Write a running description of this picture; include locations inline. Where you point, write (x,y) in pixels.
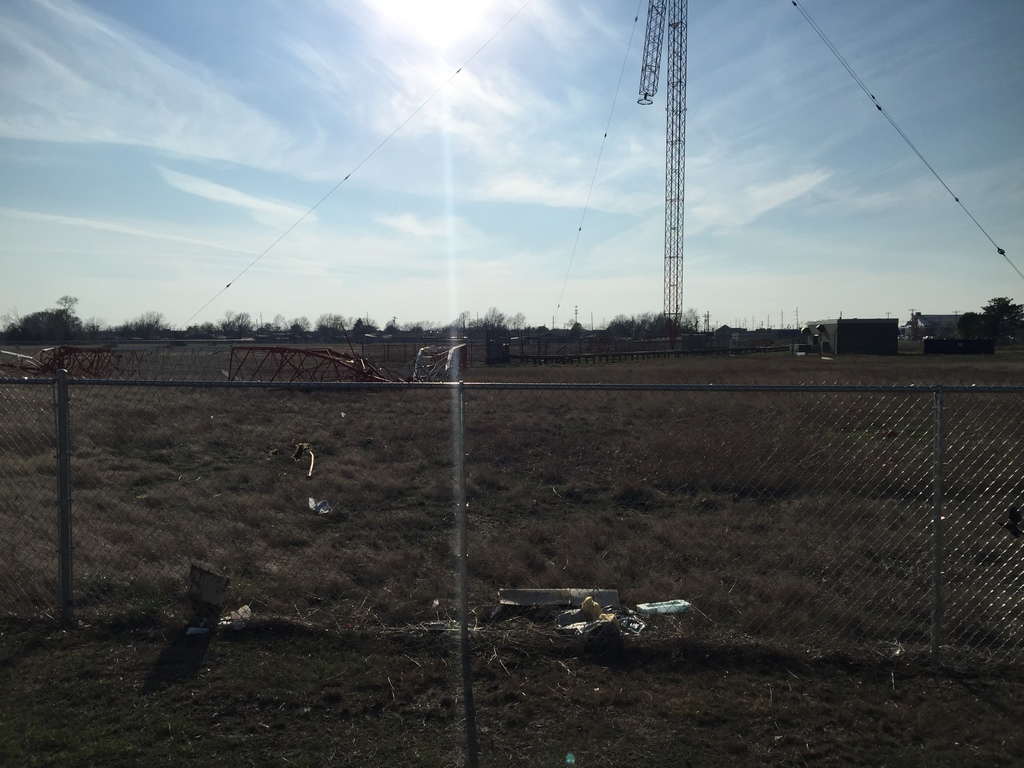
In this image I can see a fence (817,389), through fence (831,389) I can see grass (95,504) and trees (484,320), stand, cable wires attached to the stand (665,191) and the sky (647,148) and sun light (416,18) visible, there are some fallen tower sections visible in the middle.
